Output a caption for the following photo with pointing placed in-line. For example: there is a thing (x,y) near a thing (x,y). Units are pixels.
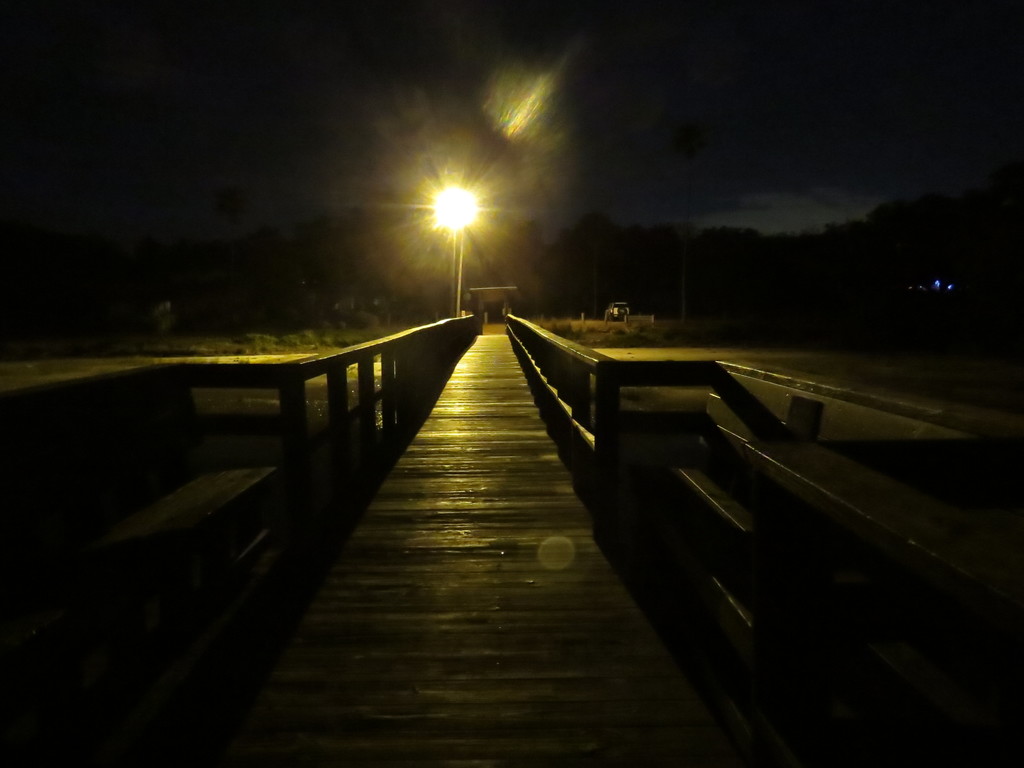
In the middle of this image (500,348), there is a bridge (499,360) having a fence (511,317) on both sides. In the background (482,214), there is light (454,230), there is a vehicle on the road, there are trees (628,293) and there are clouds (368,122) in the sky (368,122).
